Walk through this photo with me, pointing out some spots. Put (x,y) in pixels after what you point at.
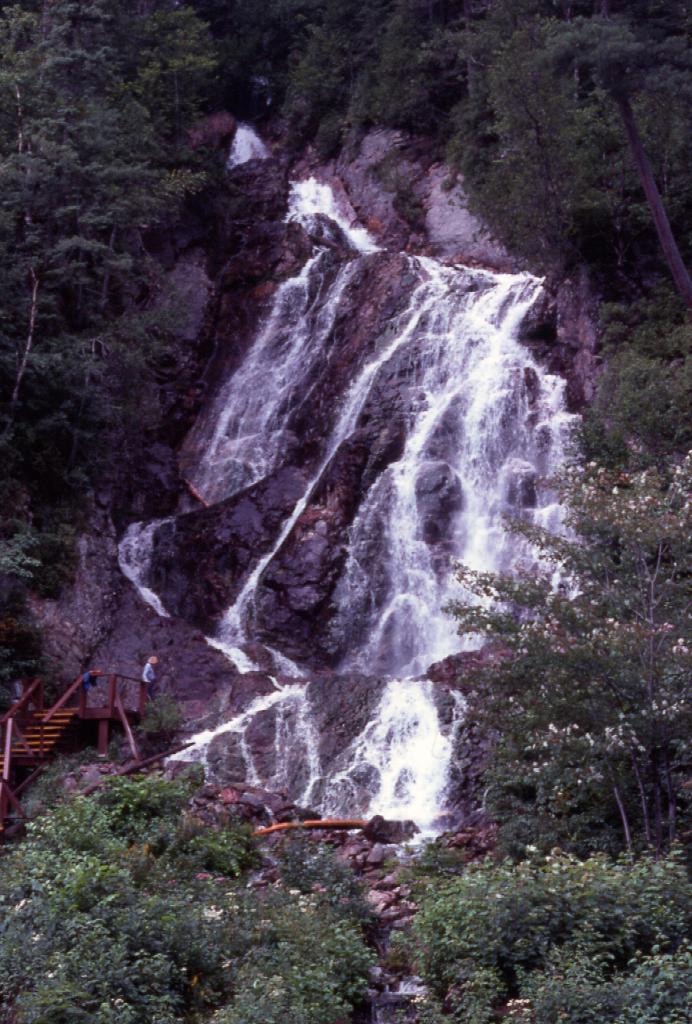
In the image there is a waterfall (405,499) in the middle (387,483) with trees (125,38) on either side of it, on the left side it seems to be a person (152,664) standing on the bridge (94,716).
